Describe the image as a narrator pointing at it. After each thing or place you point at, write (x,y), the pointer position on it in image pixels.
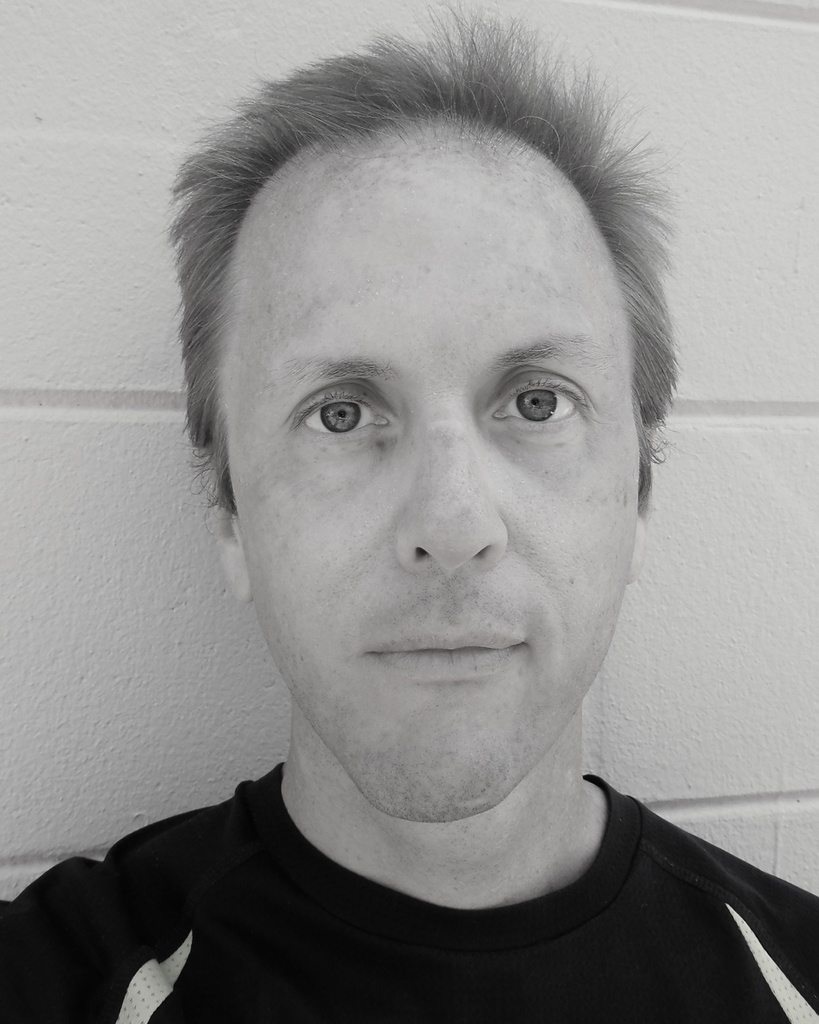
In this picture we can see a man (354,655), and it is a black and white photography.
